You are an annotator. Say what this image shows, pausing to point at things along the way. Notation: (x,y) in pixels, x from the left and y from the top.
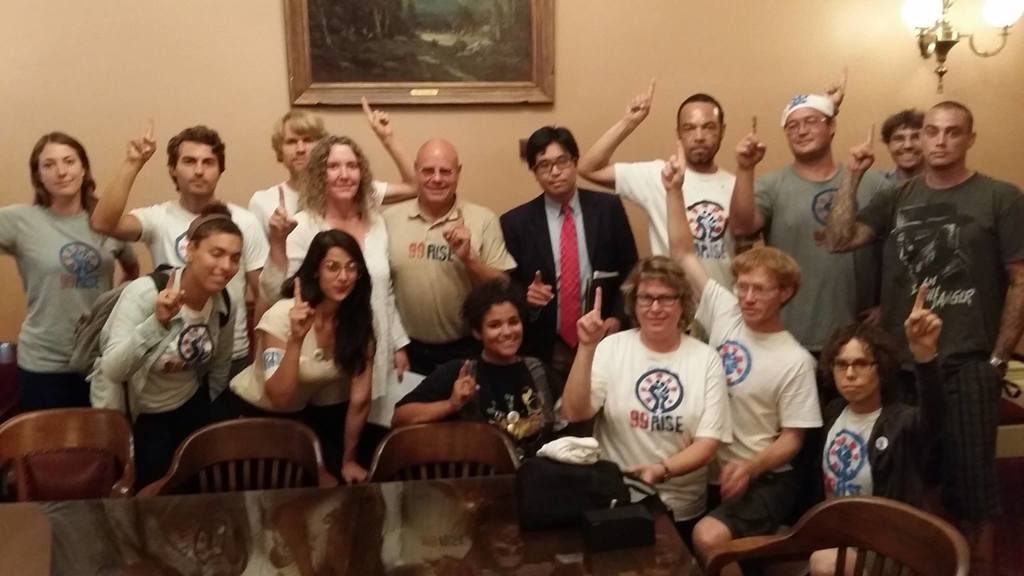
There is a table (51,527) and chairs (456,438) at the bottom side of the image (589,564), there are people (549,217) in the center (536,269). There is a frame (294,33) and lamps (946,32) at the top side (352,76).
